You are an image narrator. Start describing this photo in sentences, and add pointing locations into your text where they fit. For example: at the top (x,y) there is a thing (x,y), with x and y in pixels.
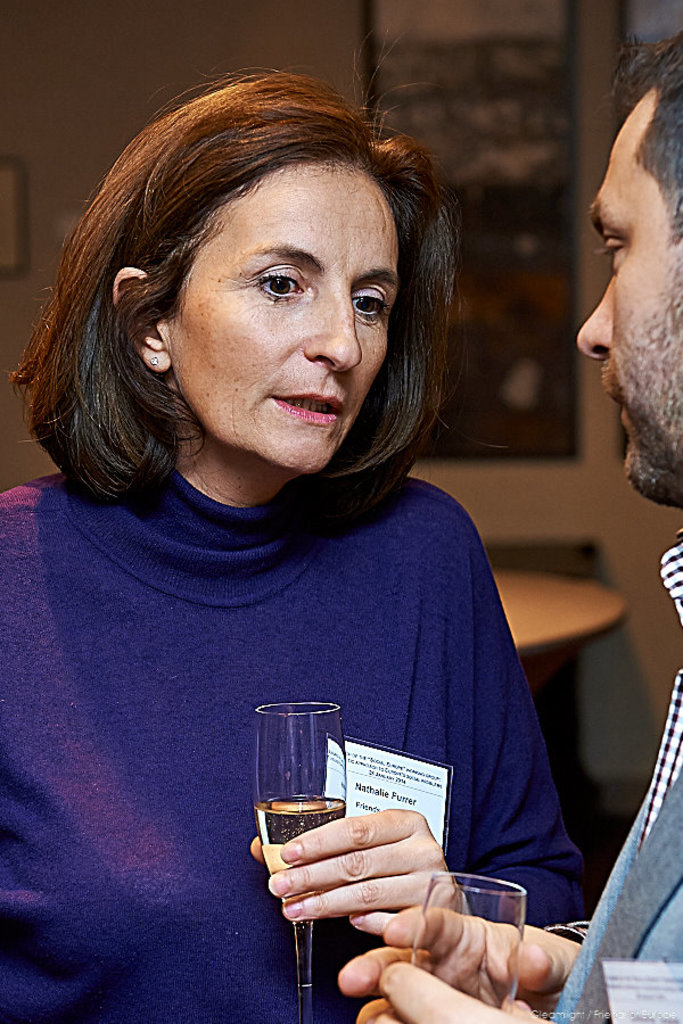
In this picture we can see a woman (311,533) and a man (575,939) holding a glass (469,953) with their hands (439,871). On the background (105,103) there is a wall (105,118) and this is the frame (511,350).
